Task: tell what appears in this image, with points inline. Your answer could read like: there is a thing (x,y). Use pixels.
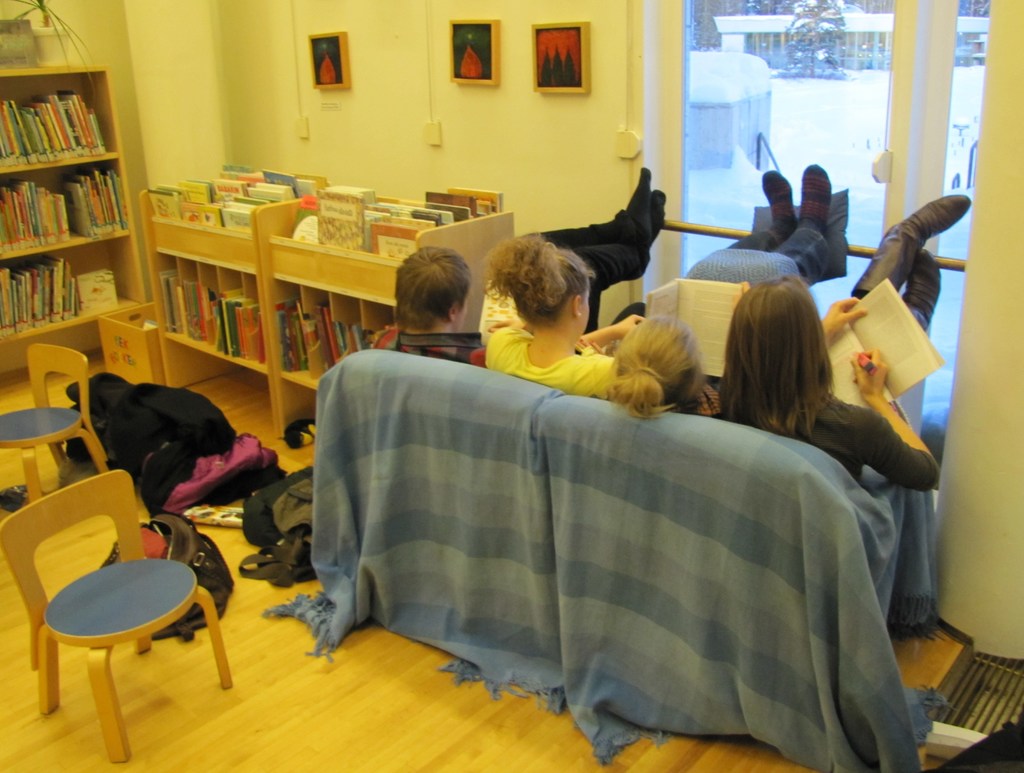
This is a picture taken in a room (559,311), in this room (559,311) there are a group of people (646,368) sitting on a sofa (689,482) The sofa (689,482) is covered with a cloth (586,542). On the left (133,240) to them there is a shelf (117,256) on the shelves (108,254) there are books (41,207) and on top of the shelf (214,254) there is a wall (196,85) which is in cream color. On the floor (203,727) there are two chairs (28,516) and clothes (179,464).
